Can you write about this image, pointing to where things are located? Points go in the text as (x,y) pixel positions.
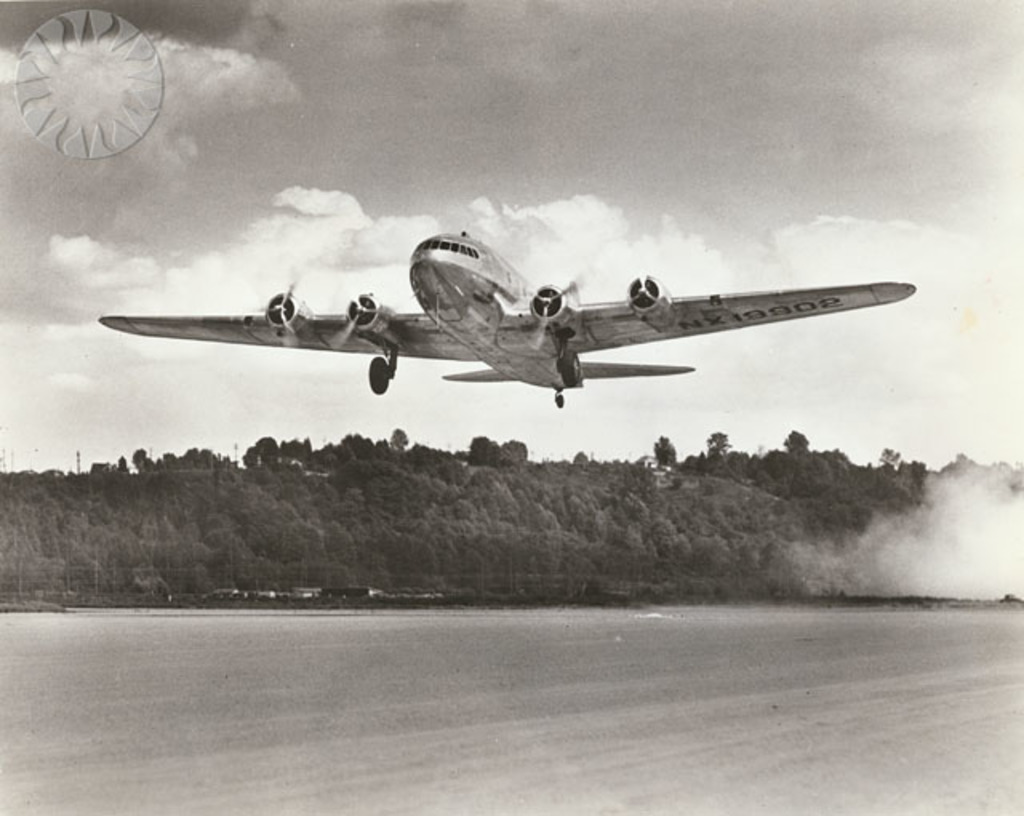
In this image we can see aircraft (637,289), trees (688,586) and we can also see the sky (958,78).
